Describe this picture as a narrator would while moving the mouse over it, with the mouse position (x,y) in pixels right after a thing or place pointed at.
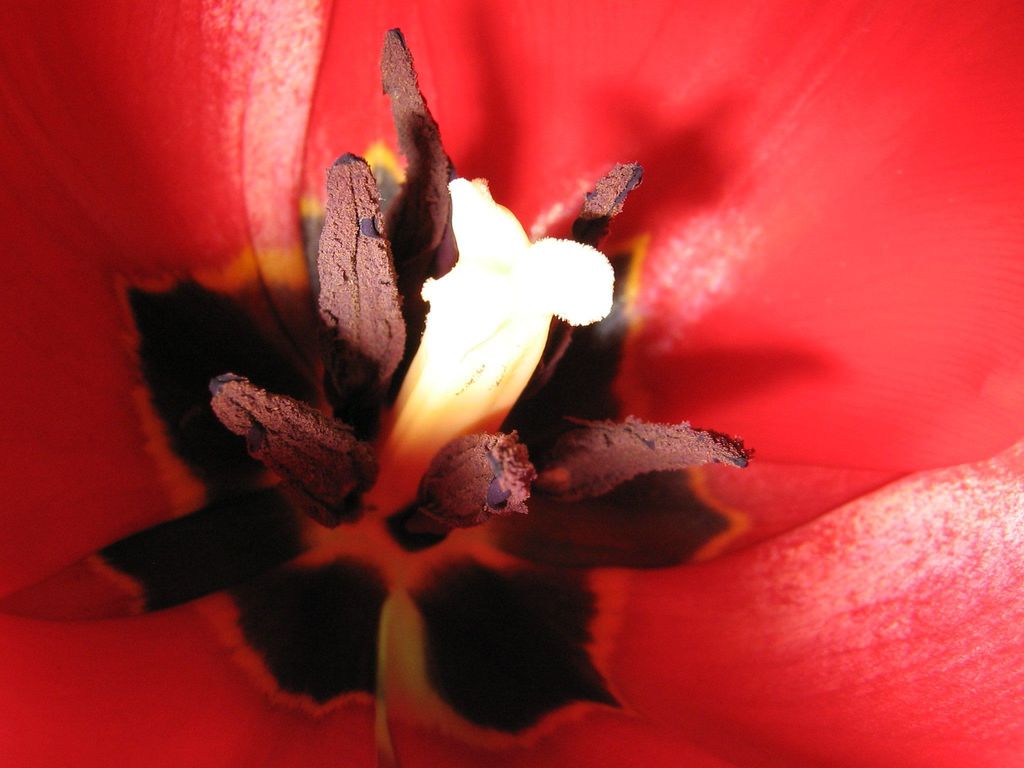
Here in this picture we can see a closeup view of a flower (540,127) and we can also see its pollen grains (346,465).
